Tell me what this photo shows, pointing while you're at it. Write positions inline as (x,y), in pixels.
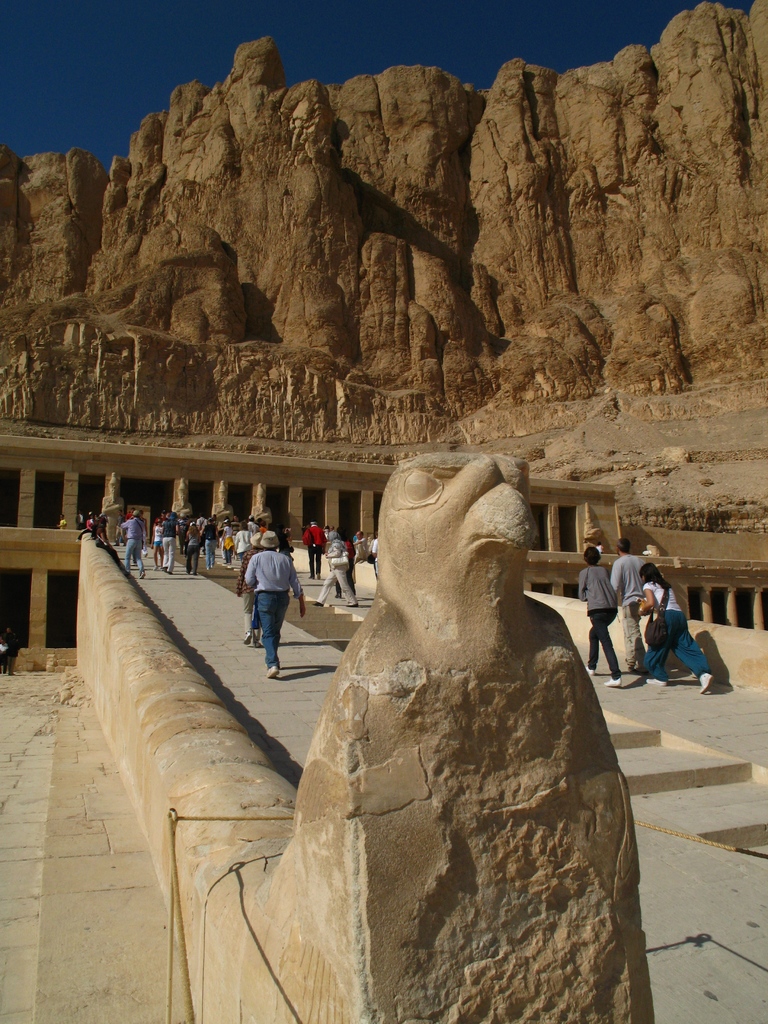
It is a statue (388,501) which is in the shape of a bird (464,756), few people (281,536) are walking on this. In the right side (628,338), these are the hills (347,265).
